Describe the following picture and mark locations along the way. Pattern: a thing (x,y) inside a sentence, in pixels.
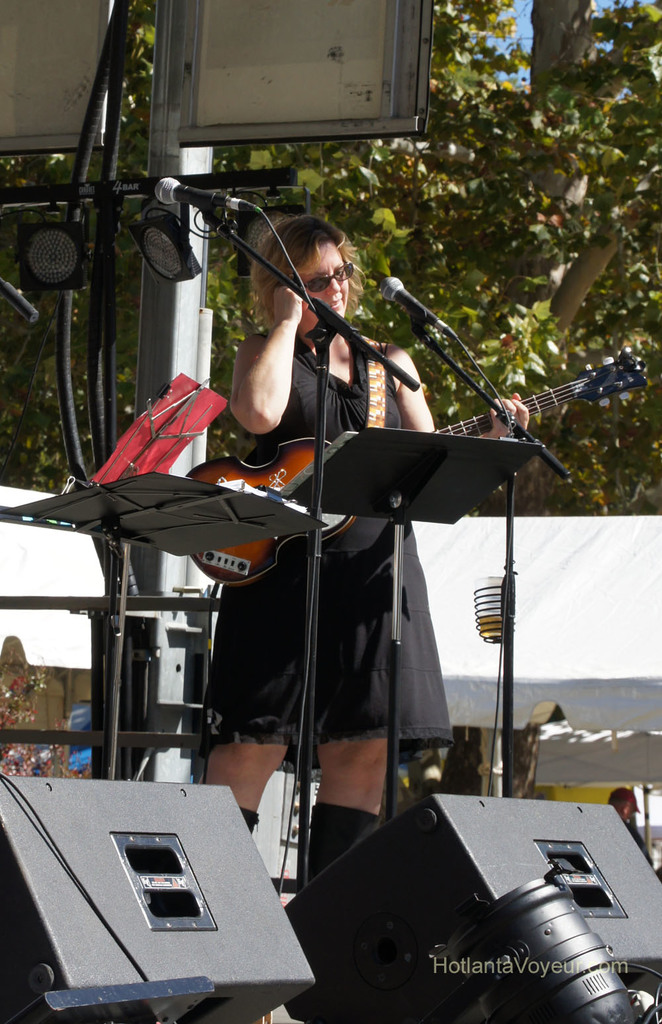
In the foreground (510,557) I can see a woman (413,409) is playing a guitar (442,431) is standing in front of mike's (510,668). At the bottom (504,818) I can see speakers (401,896) and text (510,970). In the background (596,635) I can see trees (619,503), shed (590,565), wall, some objects (199,676) and the sky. This image is taken, may be during a day.
